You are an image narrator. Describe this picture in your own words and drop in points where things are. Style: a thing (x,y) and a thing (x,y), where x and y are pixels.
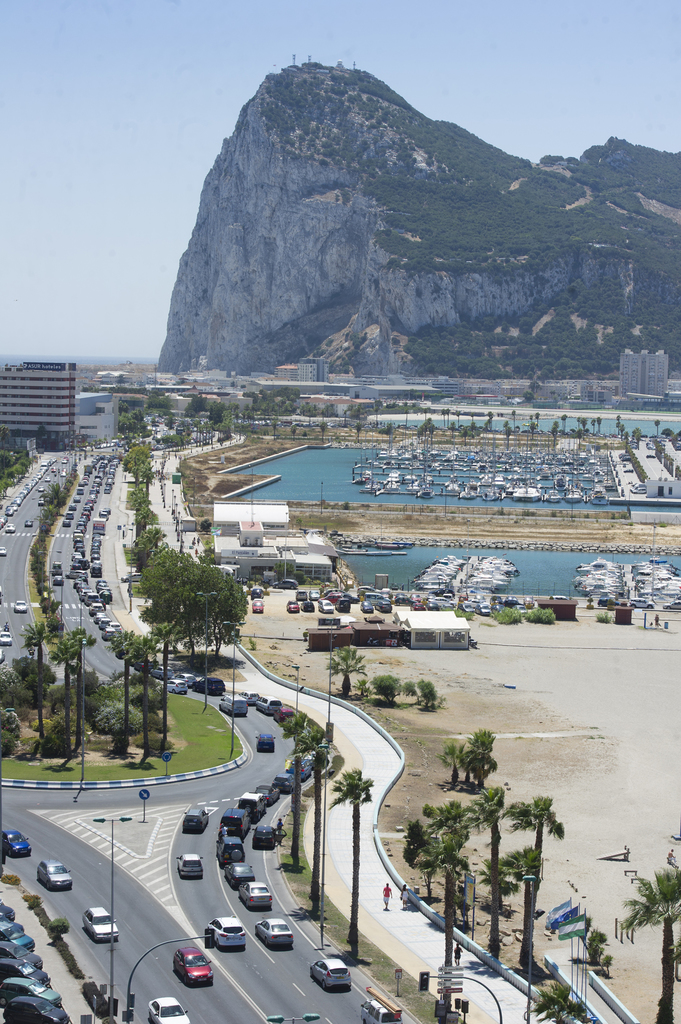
This is the top view of a city (264,657), in this image we can see cars (173,685) passing on the road (159,787), there are trees (69,708), water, boats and buildings (216,397), in the background of the image (269,235) there is a mountain (269,235).
